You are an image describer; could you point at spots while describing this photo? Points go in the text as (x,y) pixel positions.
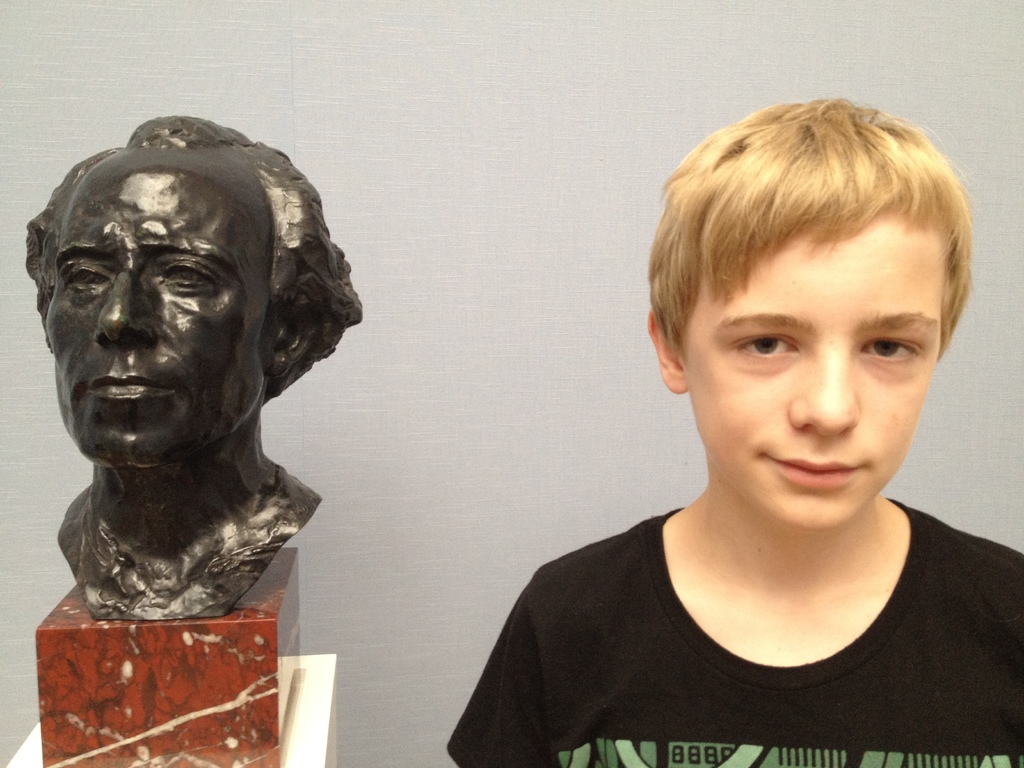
In this image I can see a boy (750,504). The boy (751,482) is wearing a black color t-shirt (610,689). Here I can see a sculpture (136,400) of a man (156,413). In the background (436,331) I can see a wall (501,276).
